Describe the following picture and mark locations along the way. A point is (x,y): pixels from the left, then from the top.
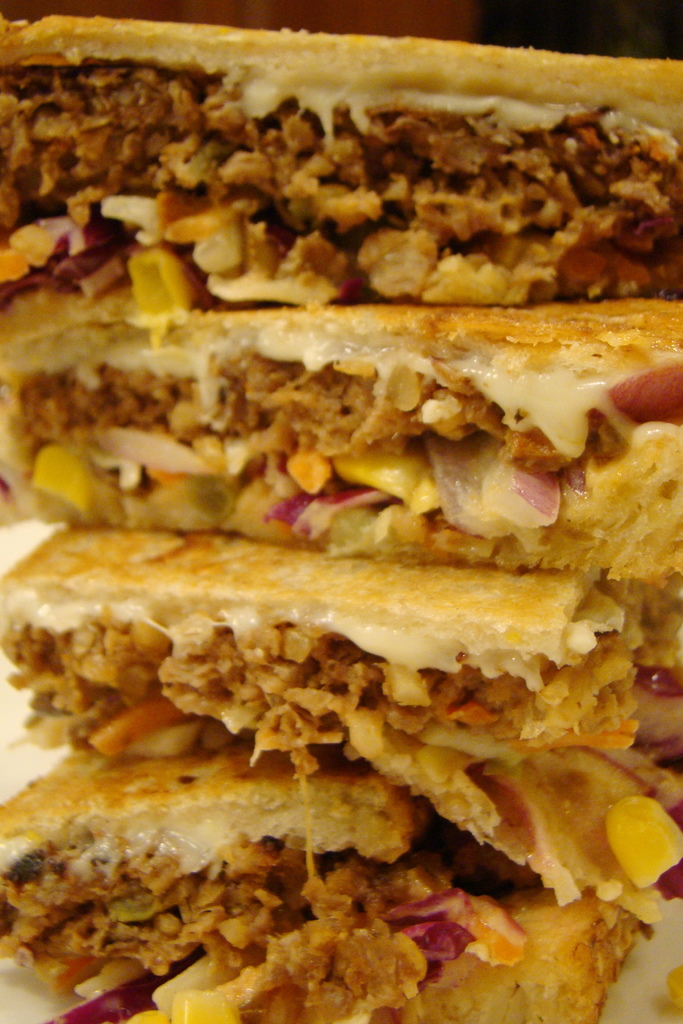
This image consists of sandwiches (420,735) along with stuffings (448,714) are kept in a plate (666,971).
